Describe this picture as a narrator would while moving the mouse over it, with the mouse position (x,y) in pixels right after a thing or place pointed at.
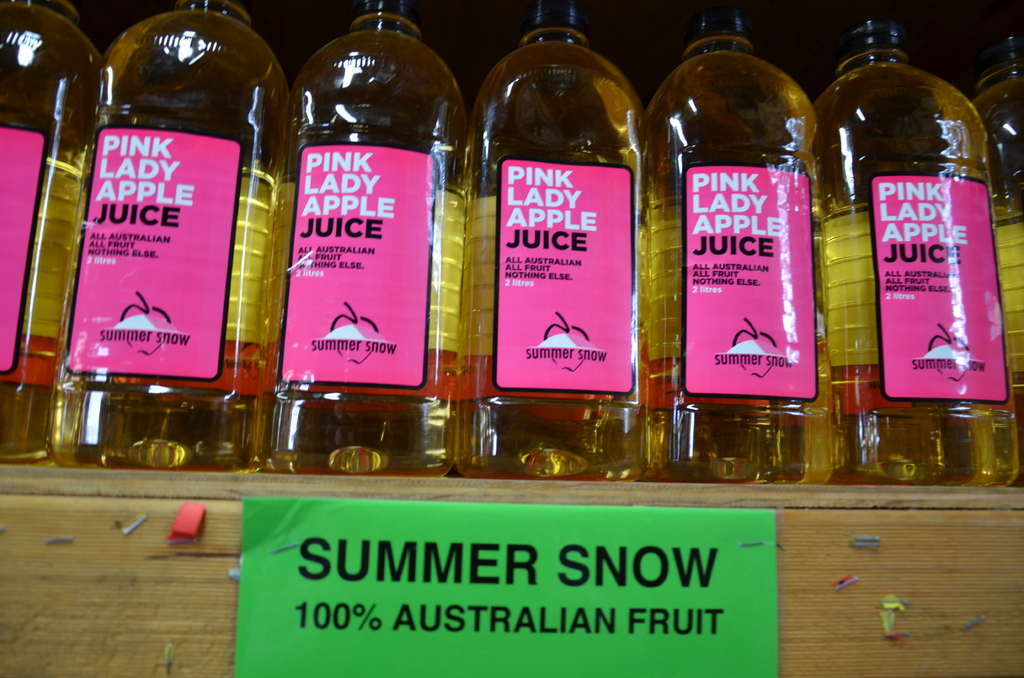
this picture shows a bunch of juice bottles (303,427).
